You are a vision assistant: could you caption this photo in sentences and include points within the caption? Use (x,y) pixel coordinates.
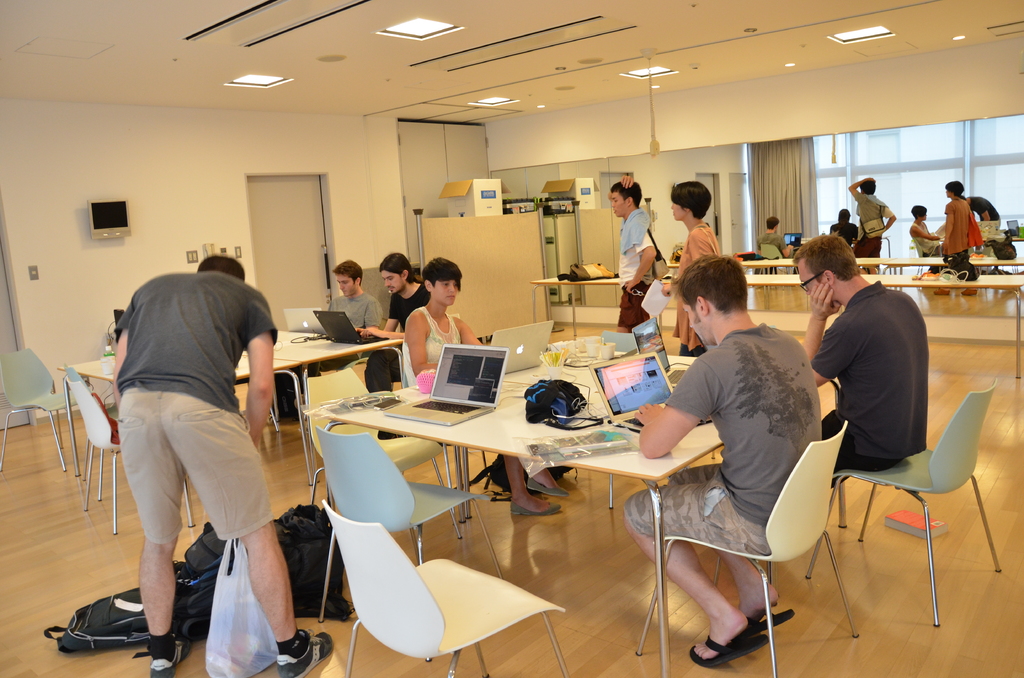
In this image there are group of people (272,355), few are standing and few are sitting. At the top (419,32) there are lights (398,28), at the bottom (225,587) there are bags (339,613), book (908,523). There are laptops (457,392), bags (554,403), wires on the table (528,436). At the back (790,185) there is a curtain (774,189) and at the left (300,243) there is a door (279,221).
